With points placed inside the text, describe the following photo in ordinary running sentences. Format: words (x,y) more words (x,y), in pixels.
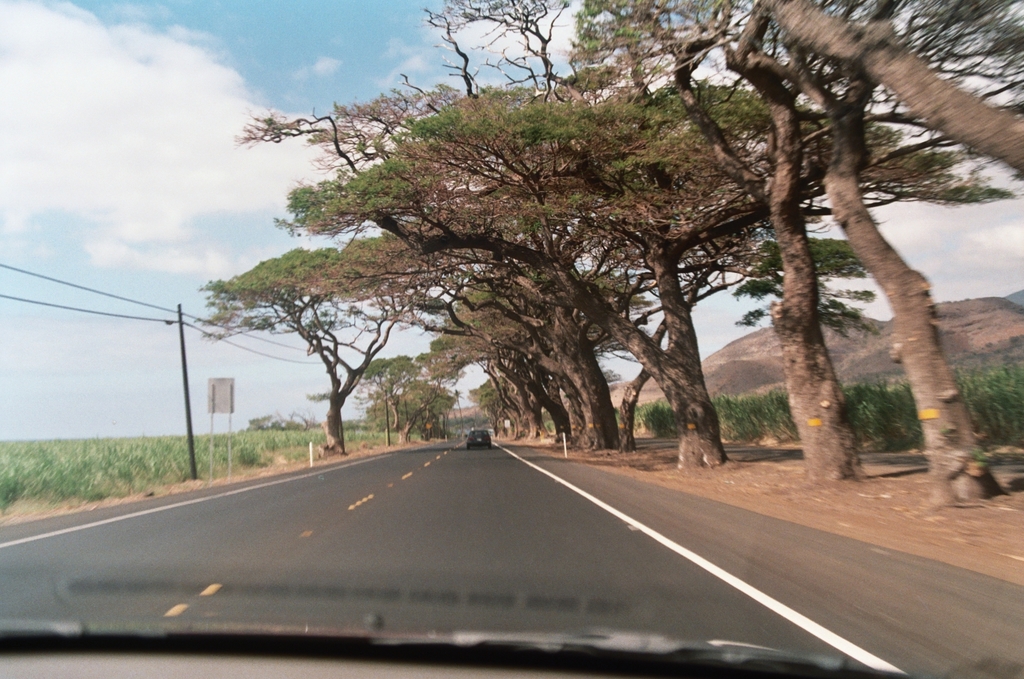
In this image we can see some vehicles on the road (483,516). We can also see a group of trees (678,447), plants (879,441), a board (220,387), an utility pole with wires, the hills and the sky (276,249) which looks cloudy.
